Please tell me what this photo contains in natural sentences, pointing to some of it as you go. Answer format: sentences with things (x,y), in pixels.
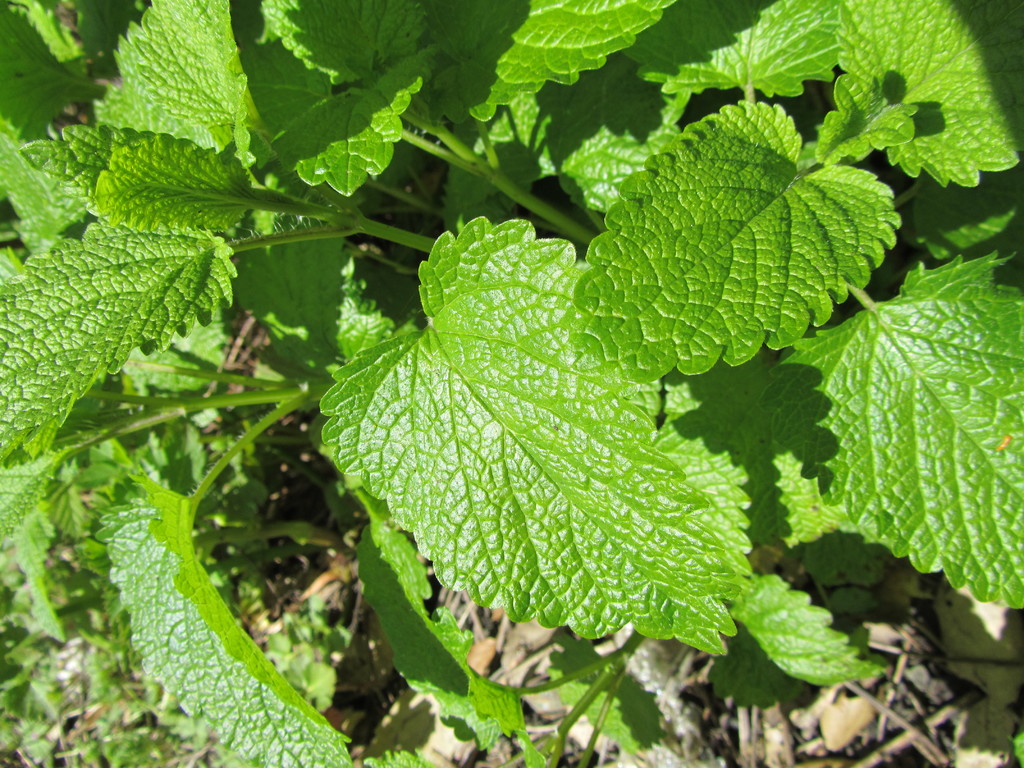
In this image there are mint leaves (472,302).
